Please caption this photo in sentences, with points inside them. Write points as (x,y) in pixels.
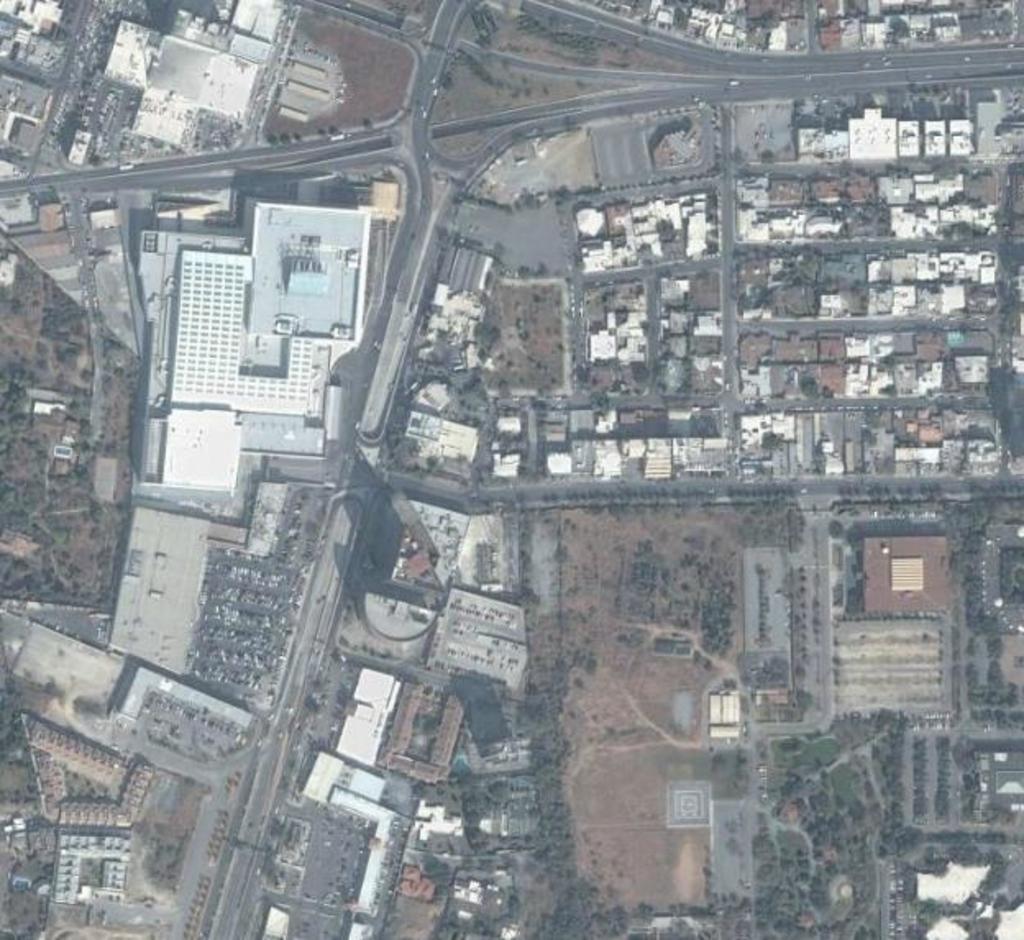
In this image there is an aerial view of a city (408,540). In this picture there are few buildings (233,440), houses (782,462), trees (828,812) and roads (733,61) are on the land (481,92). Few vehicles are on the road (880,68).
